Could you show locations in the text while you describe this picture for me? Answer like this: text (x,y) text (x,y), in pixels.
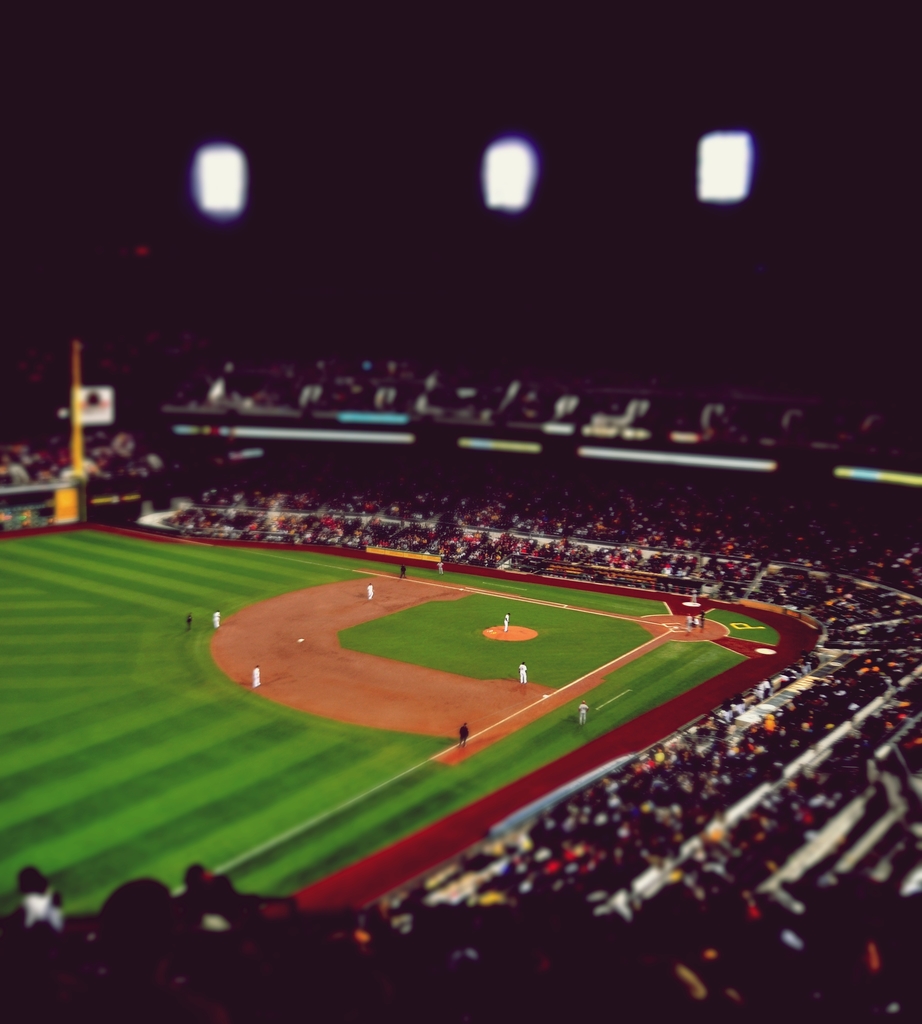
This is a baseball ground (241,770). I can see few people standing in the ground (600,691). There are groups of people (610,500) sitting and standing. This looks like a pole (80,479).
